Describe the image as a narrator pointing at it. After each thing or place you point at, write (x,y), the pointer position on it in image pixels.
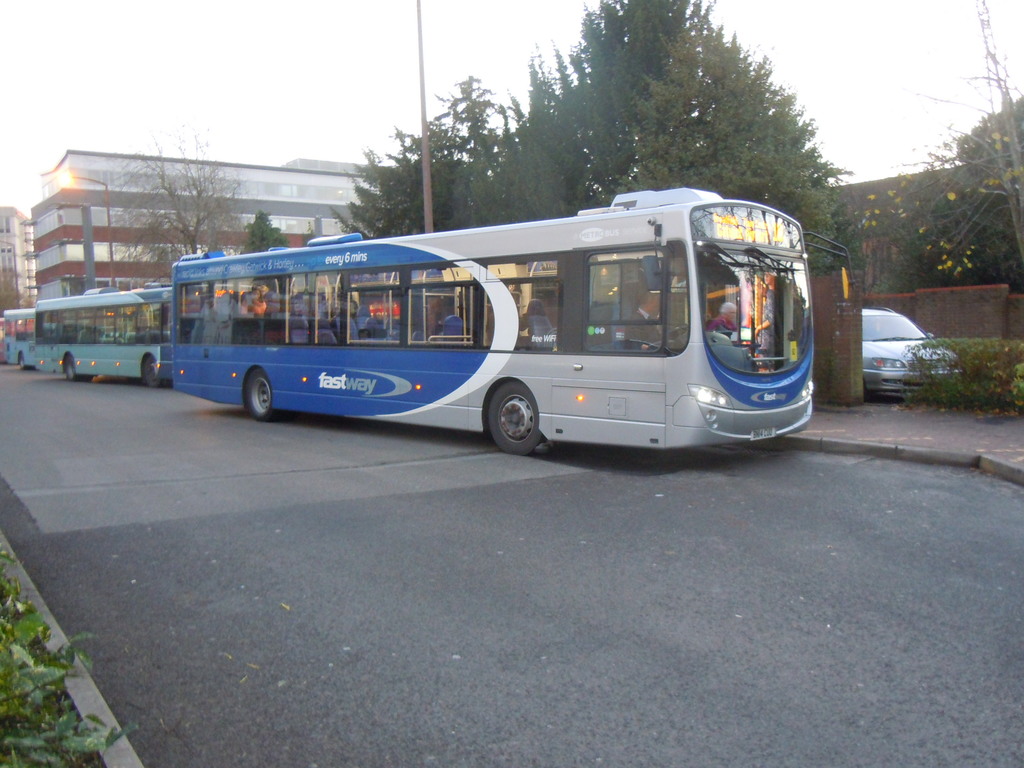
Here we can see a person (655,297) riding a bus (454,301) on the road (469,751). In the background (70,314) there are vehicles (103,322), buildings (74,240), poles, windows (70,258), trees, a car (864,312) at the fence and sky (364,46). On the left (34,653) at the bottom corner (44,683) there is a plant (59,708).
